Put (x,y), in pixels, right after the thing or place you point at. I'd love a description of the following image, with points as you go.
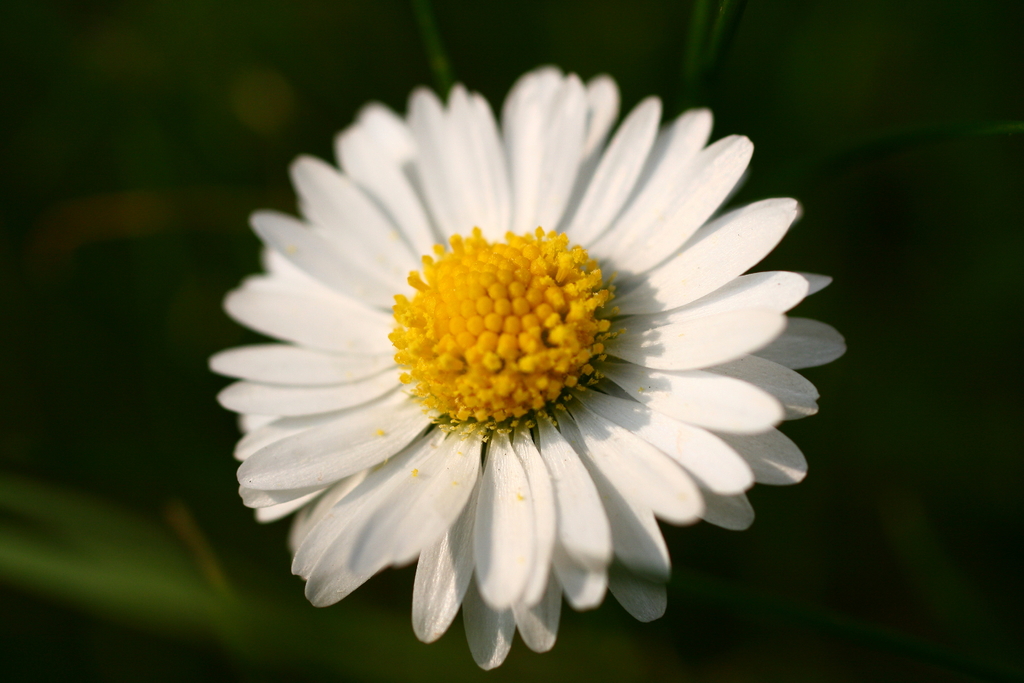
In this image we can see a flower (409,374).
